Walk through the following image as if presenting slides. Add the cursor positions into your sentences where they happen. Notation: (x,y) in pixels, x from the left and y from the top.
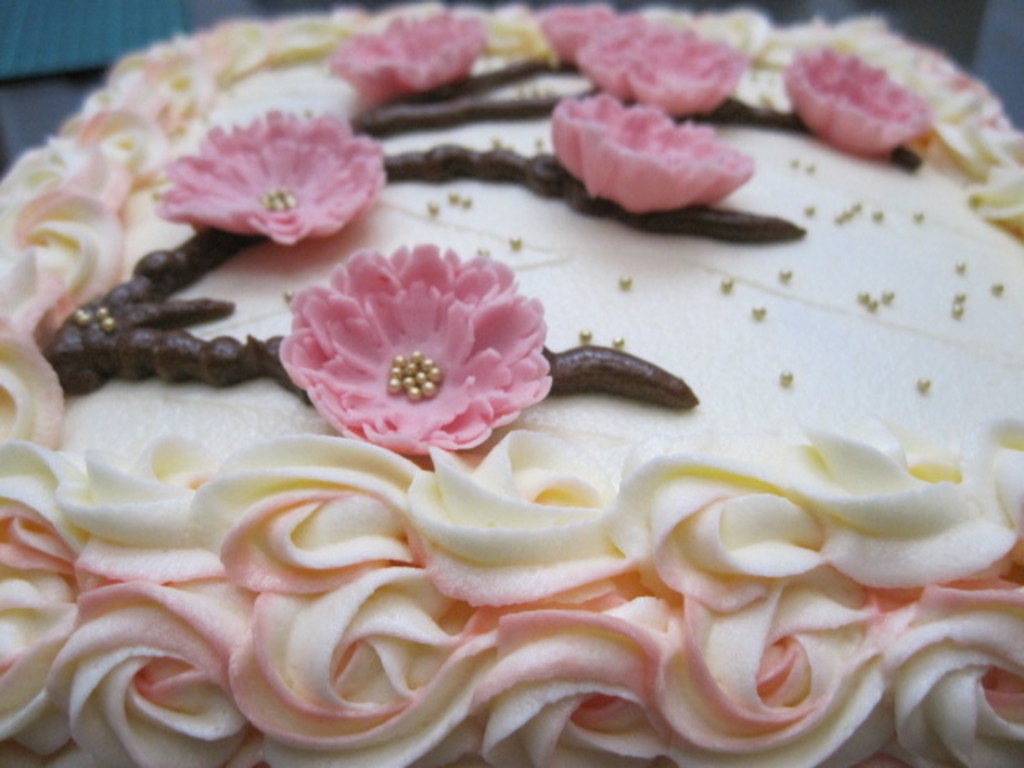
In this image I can see a cake (246,479) and the cake (201,462) is in cream, brown and pink color.
